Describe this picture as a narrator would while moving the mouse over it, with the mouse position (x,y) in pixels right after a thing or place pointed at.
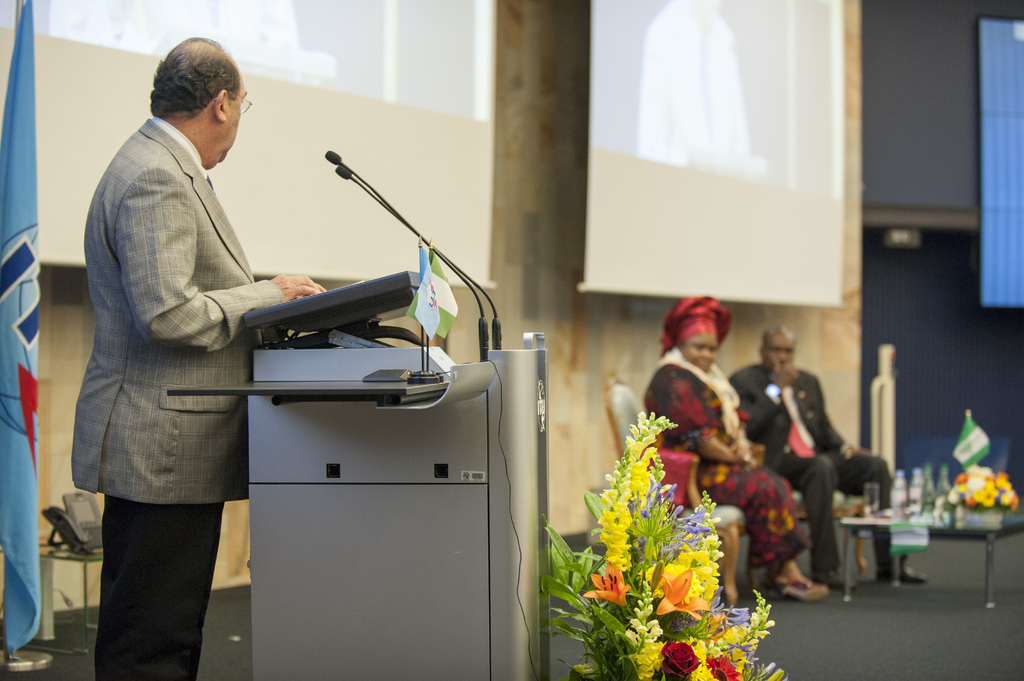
In this image there is a man (178,445) standing near the podium (380,466). Behind him there is a flag (3,221). On the right side (785,459) there are two other persons (781,445) who are sitting in the chair (676,456) on the stage (914,621). At the bottom (667,611) there is a flower vase (659,593) beside the podium (474,517). At the top (773,114) there are two screens (435,94). There is a table (927,520) on which there are glasses (872,498), flower vase (974,503) and a flag (973,439) on the right side (976,451).
